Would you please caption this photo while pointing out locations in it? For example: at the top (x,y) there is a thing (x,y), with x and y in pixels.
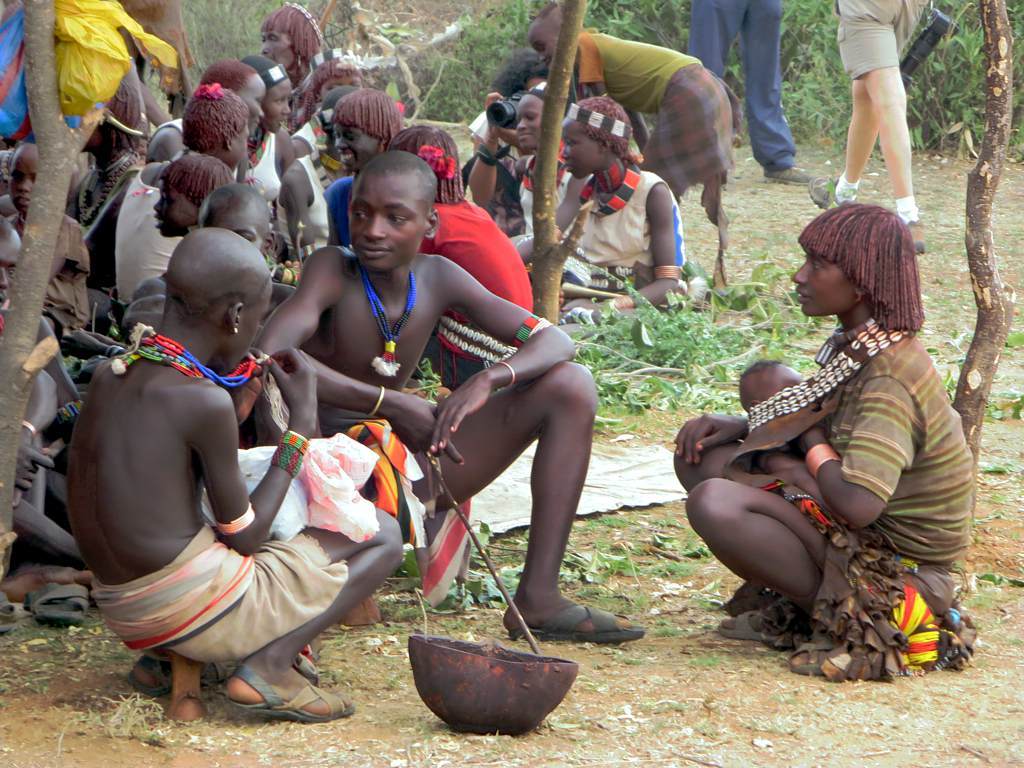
Here we can see group of people (770,575). There is a bowl (526,663). In the background (797,90) we can see plants (483,16).
